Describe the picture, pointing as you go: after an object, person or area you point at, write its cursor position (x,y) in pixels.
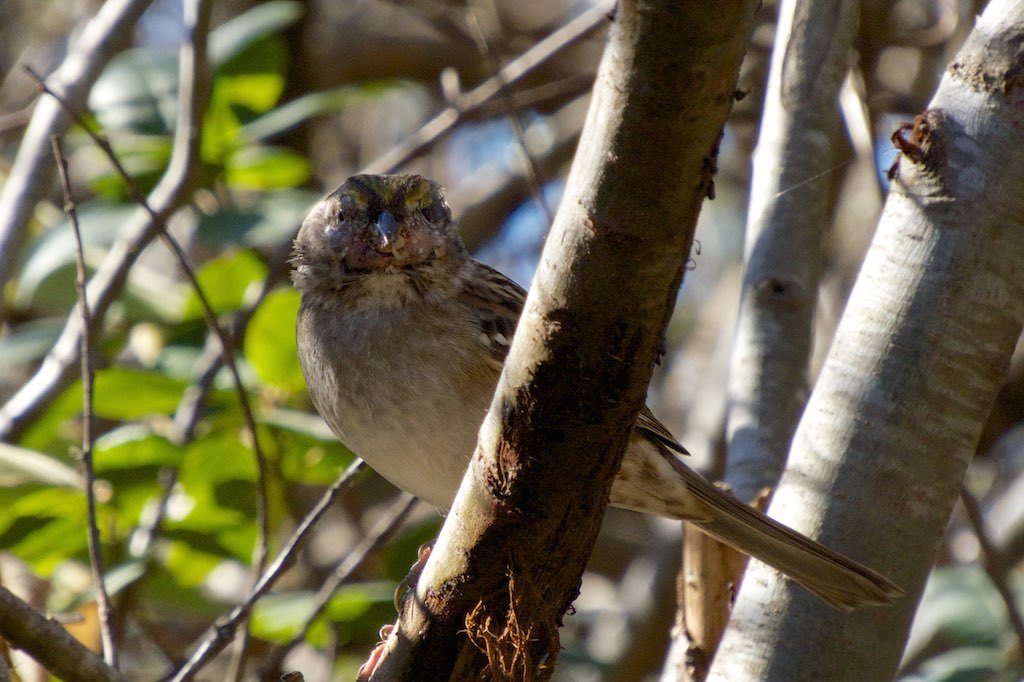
Here in this picture we can see a bird (441,362) present on a branch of a tree (275,622).
